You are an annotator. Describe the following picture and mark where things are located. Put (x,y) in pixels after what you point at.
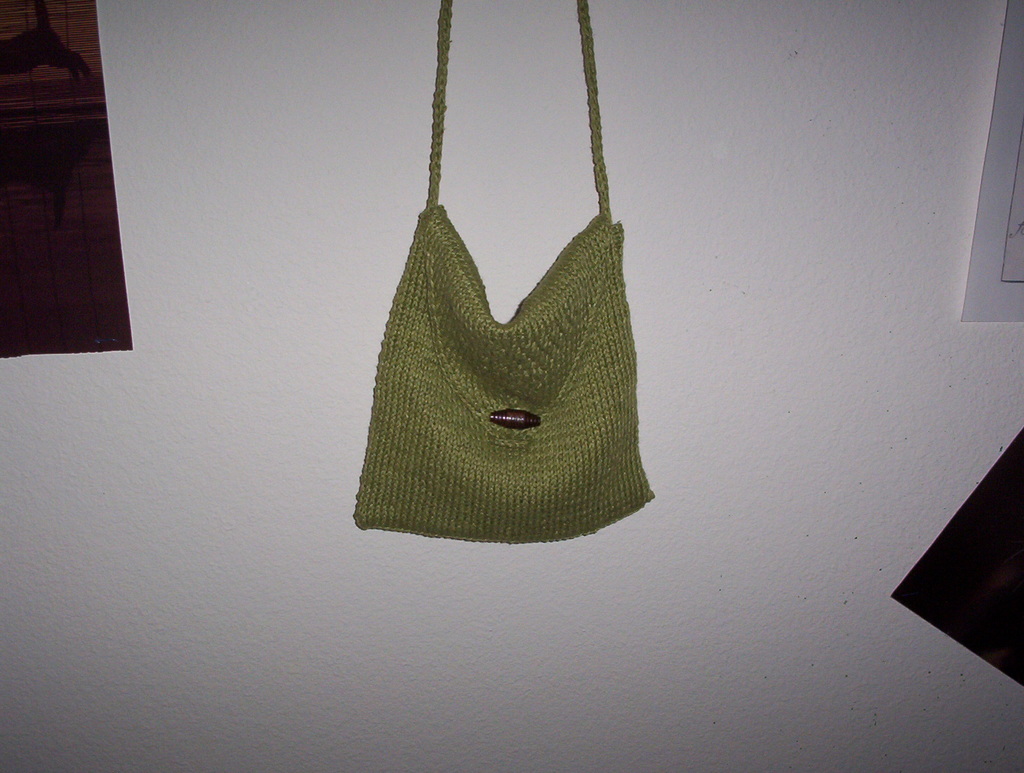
There is a room (507,514). The bag (572,511) hanging to the wall (686,404). We can see in the background (686,426) there is a white color wall (738,323) and pictures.
